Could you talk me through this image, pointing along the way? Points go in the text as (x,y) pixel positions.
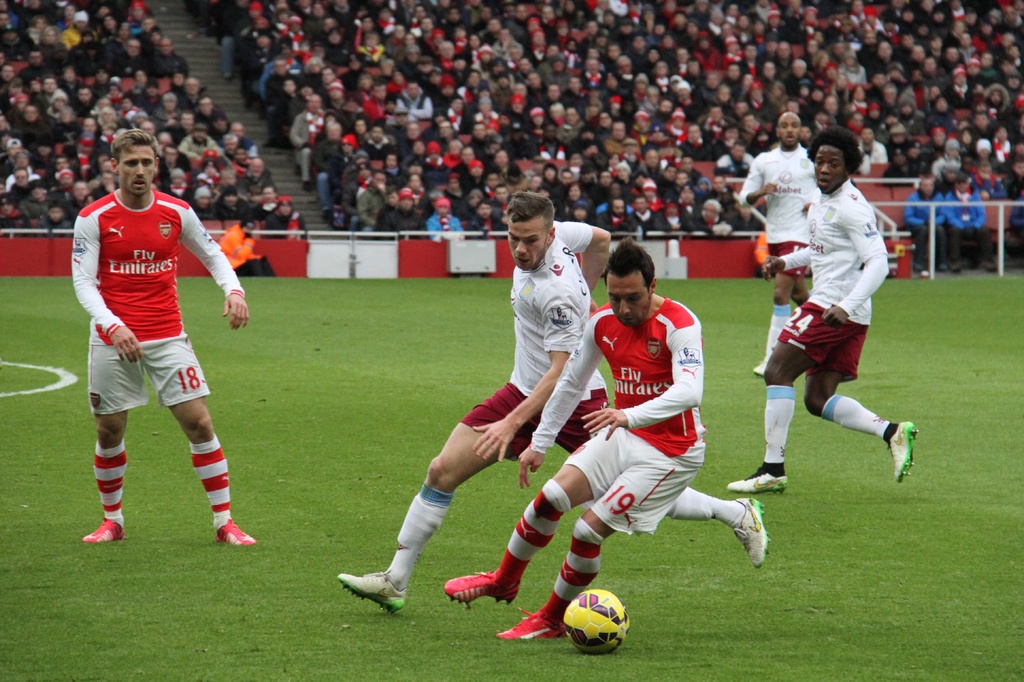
In this image we can see a group of people (631,428) standing on the grass fields (408,468). On the right side of the image (909,251) we can see a container (902,263) on the ground (597,665) and some poles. In the background (486,190), we can see group of audience (471,110) sitting. At the bottom of the image (606,599) we can see a ball (604,613).
